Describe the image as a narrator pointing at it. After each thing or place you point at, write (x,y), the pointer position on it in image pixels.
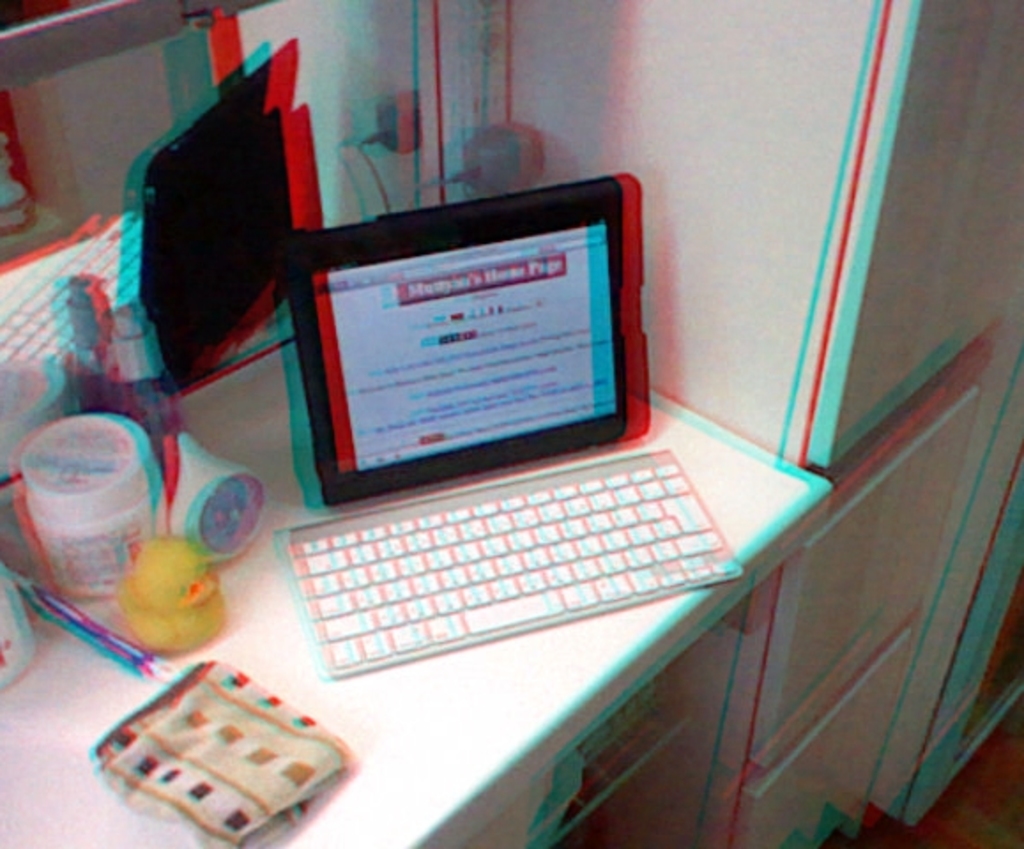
A tablet PC (614,317) with keyboard (637,475) and few other articles (167,463) are placed on a table (396,734).
